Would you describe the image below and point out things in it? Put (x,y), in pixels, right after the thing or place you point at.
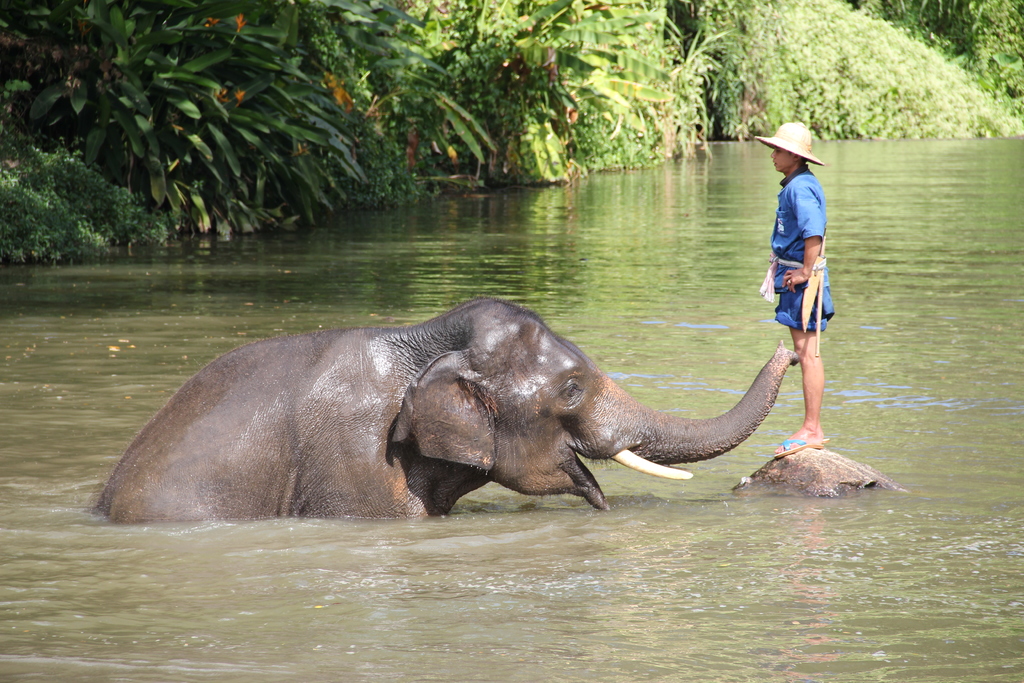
In the foreground (359,342) I can see an elephant (460,390) in the water (640,473) and a person (815,424) is standing on a rock (828,473). In the background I can see grass (459,150) and trees (574,132). This image is taken may be in the lake (825,539) during a day.
